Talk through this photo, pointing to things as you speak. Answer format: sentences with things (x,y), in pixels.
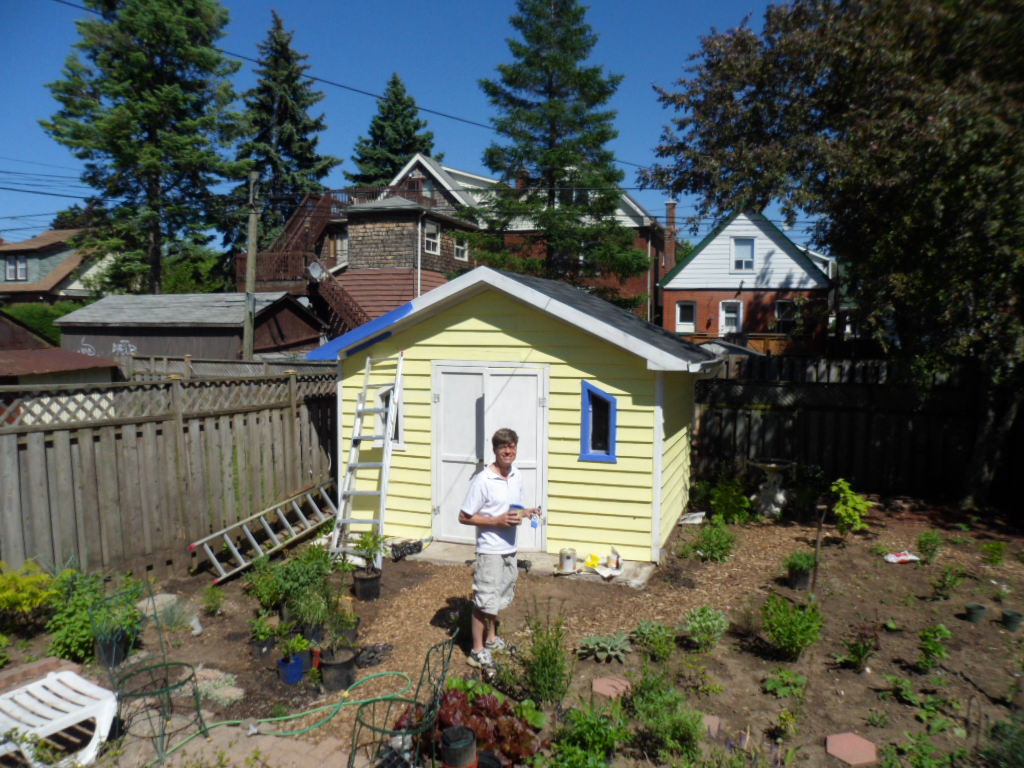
There is a person (489,528). On the ground (725,657) there are plants (657,641). Also there are pots (366,577). And there are ladders (266,518). Near to that there is a house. Also there is a fencing (248,426) with woods (730,422). In the back (452,217) there are many buildings (358,252) with windows (751,260). There are trees (398,85). in the background (343,90) there is sky (447,113).
